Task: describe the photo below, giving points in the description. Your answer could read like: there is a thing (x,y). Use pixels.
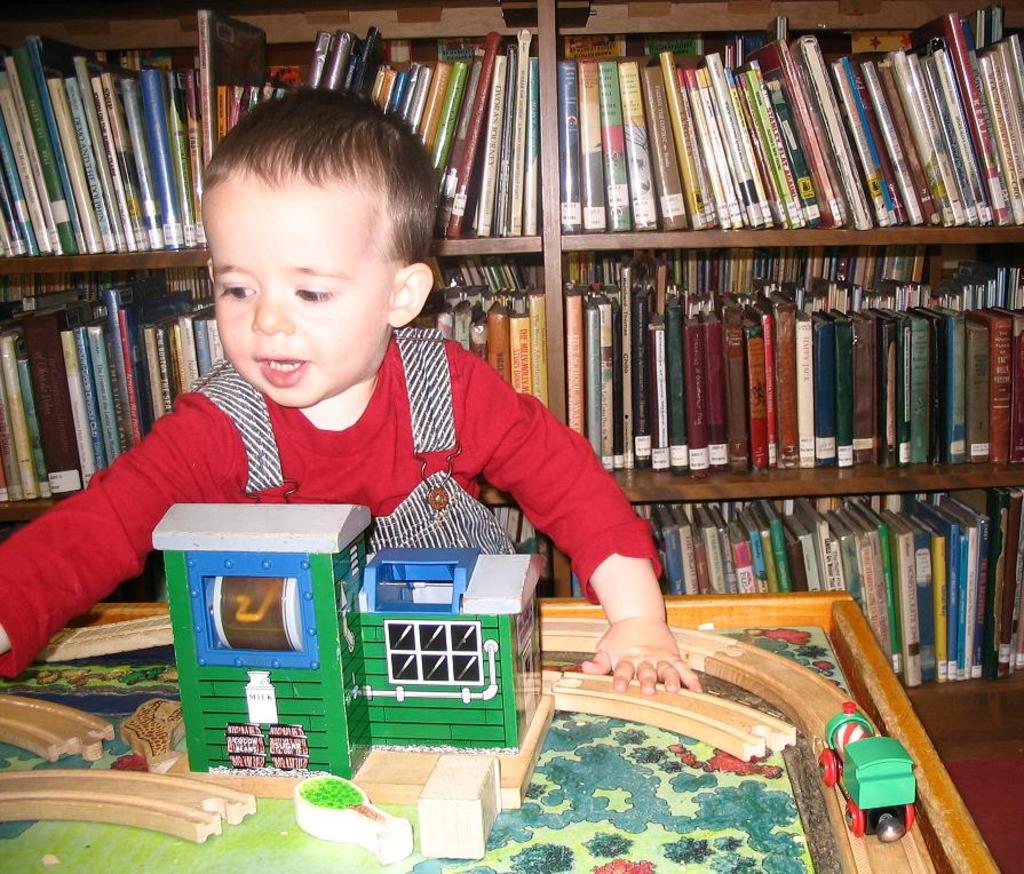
In this image there is a baby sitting in front of a board (617,793) where there is a house (418,659), behind him there are shelves (726,232) with books (650,325) in it.
